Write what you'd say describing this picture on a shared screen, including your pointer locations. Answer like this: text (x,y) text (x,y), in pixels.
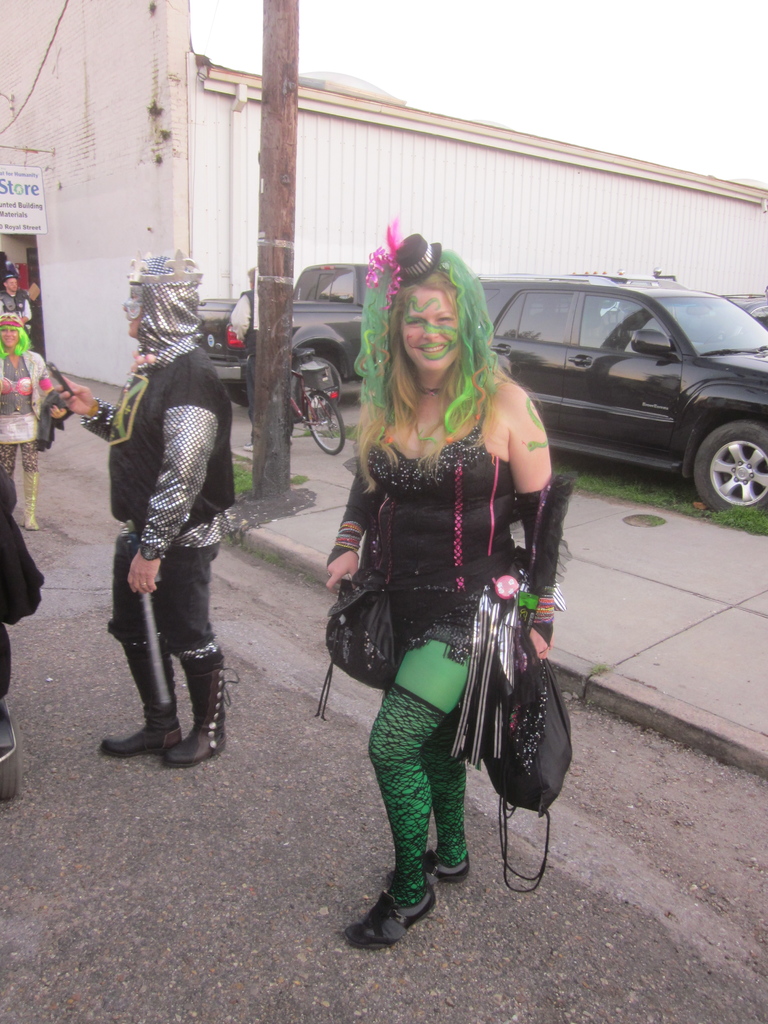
In this picture there is a woman (429,288) standing and smiling and holding the object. On the left side of the image (137,333) there are group of people (137,752). At the back (123,186) there is a building (204,96) and there is a board (37,209) on the wall (117,147) and there is text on the board (27,231). There are vehicles (205,327) and there is a pole (291,4). At the top (484,70) there is sky (484,70). At the bottom (361,787) there is a road (750,879) and there is grass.
